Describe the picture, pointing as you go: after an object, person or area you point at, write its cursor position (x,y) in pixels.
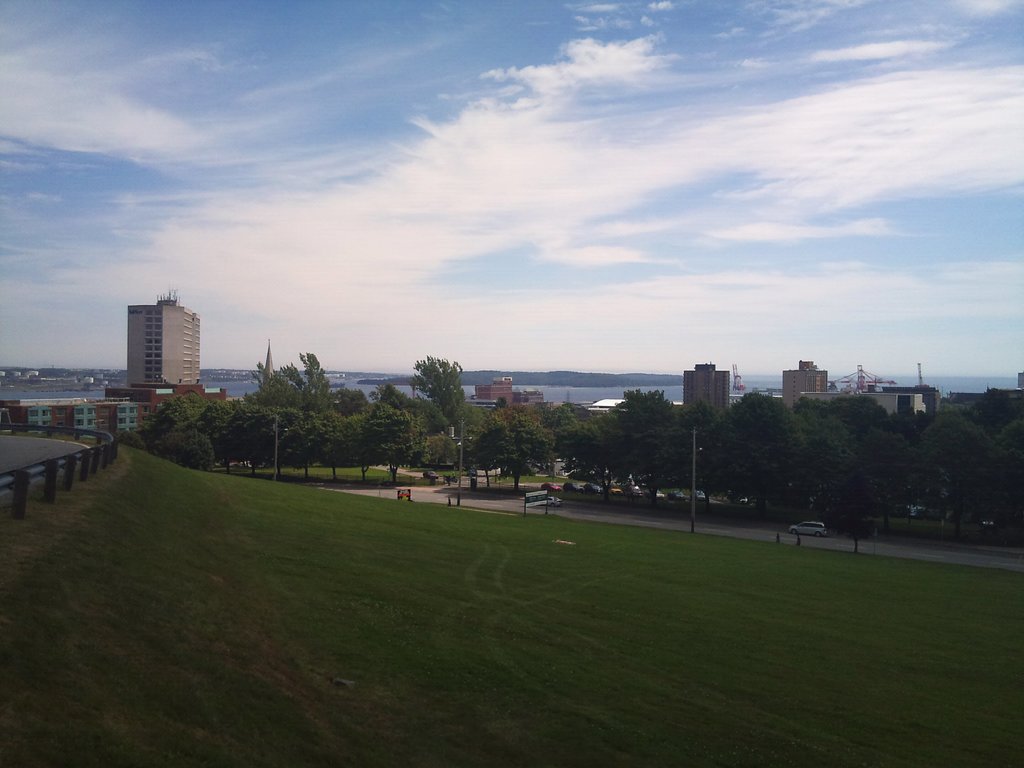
In this image in the center (477,431) there are trees (397,458) buildings (125,401), poles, and there is a walkway (658,524) and some vehicles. At the bottom (243,658) there is grass (257,519), and on the left side (20,491) there is a railing (20,475) and board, in the background (102,381) there are mountains (650,377) and it looks like there is a sea (11,394). At the top (689,133) there is sky (505,136).
